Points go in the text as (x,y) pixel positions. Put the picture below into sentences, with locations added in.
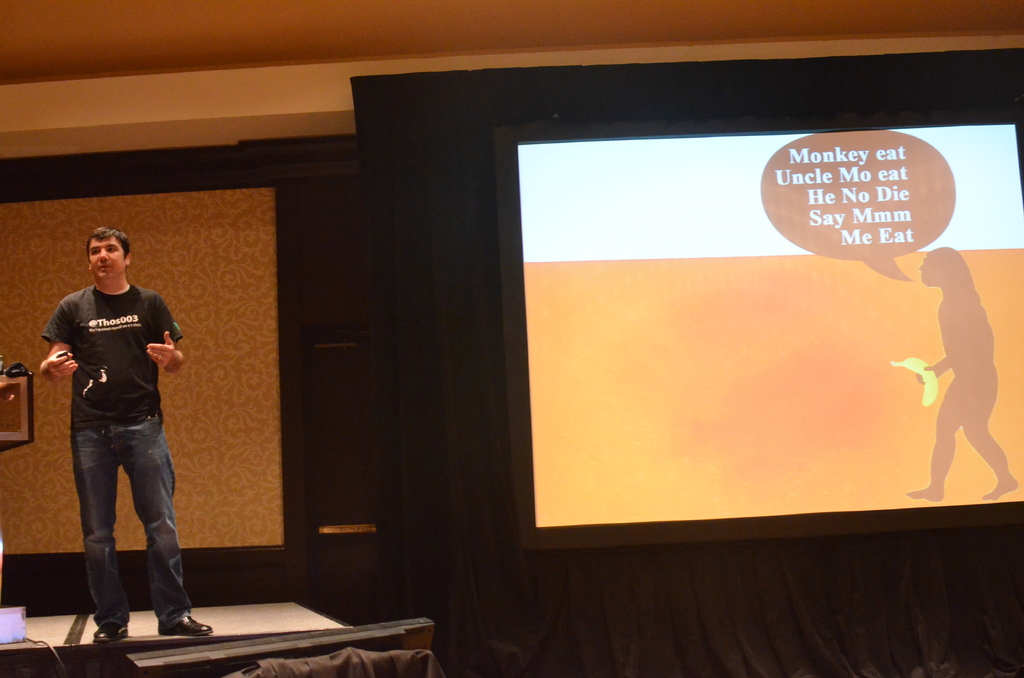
In this image there is a man (76,383) giving speech on a stage (269,631), in the background (268,179) there is a wall (348,86) and a screen (941,481), on that screen (519,461) there is a presentation (1005,307), at the top (194,60) there is a ceiling (233,70).
